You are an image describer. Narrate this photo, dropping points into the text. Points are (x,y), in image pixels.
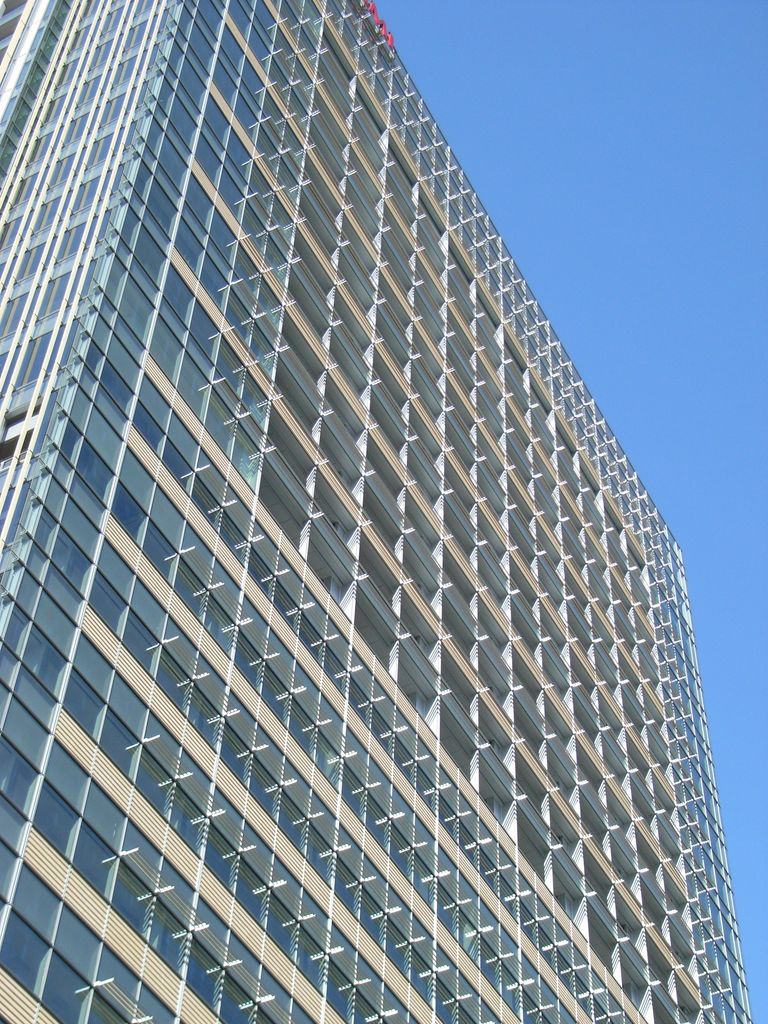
In this image there is a building (528,563) and the sky (694,325).
